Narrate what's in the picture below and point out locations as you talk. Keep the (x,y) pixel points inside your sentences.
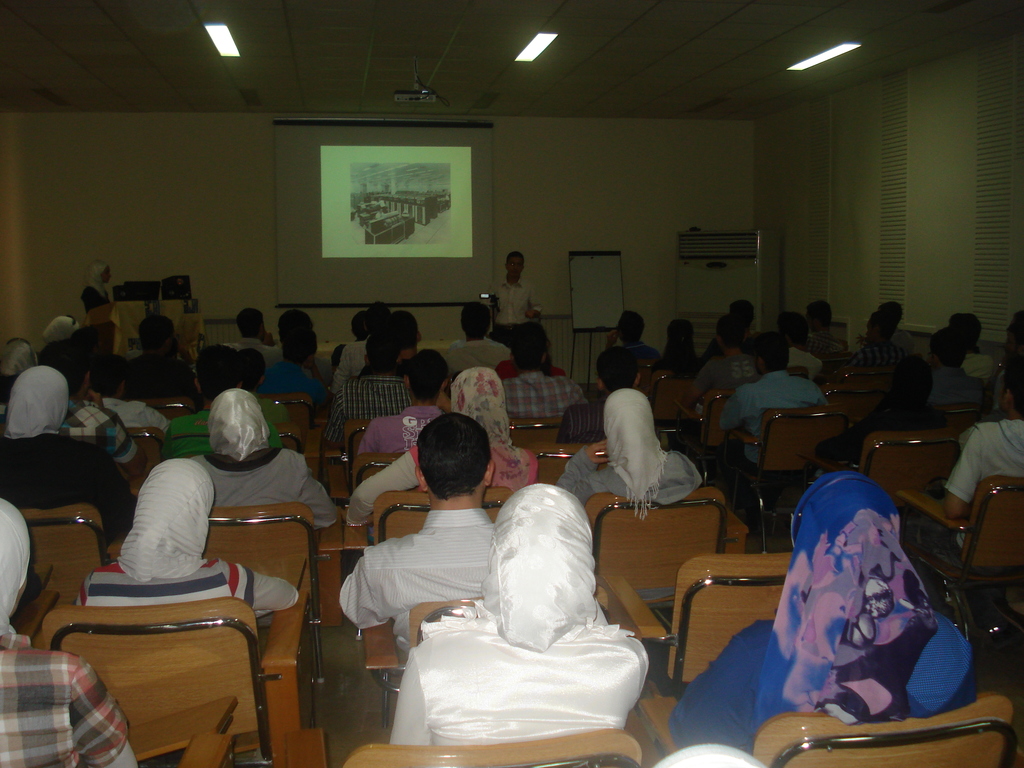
In this picture there are a group of people (598,400) sitting and they have tables (634,624) in front of them and is also projector screen (410,176) here.
